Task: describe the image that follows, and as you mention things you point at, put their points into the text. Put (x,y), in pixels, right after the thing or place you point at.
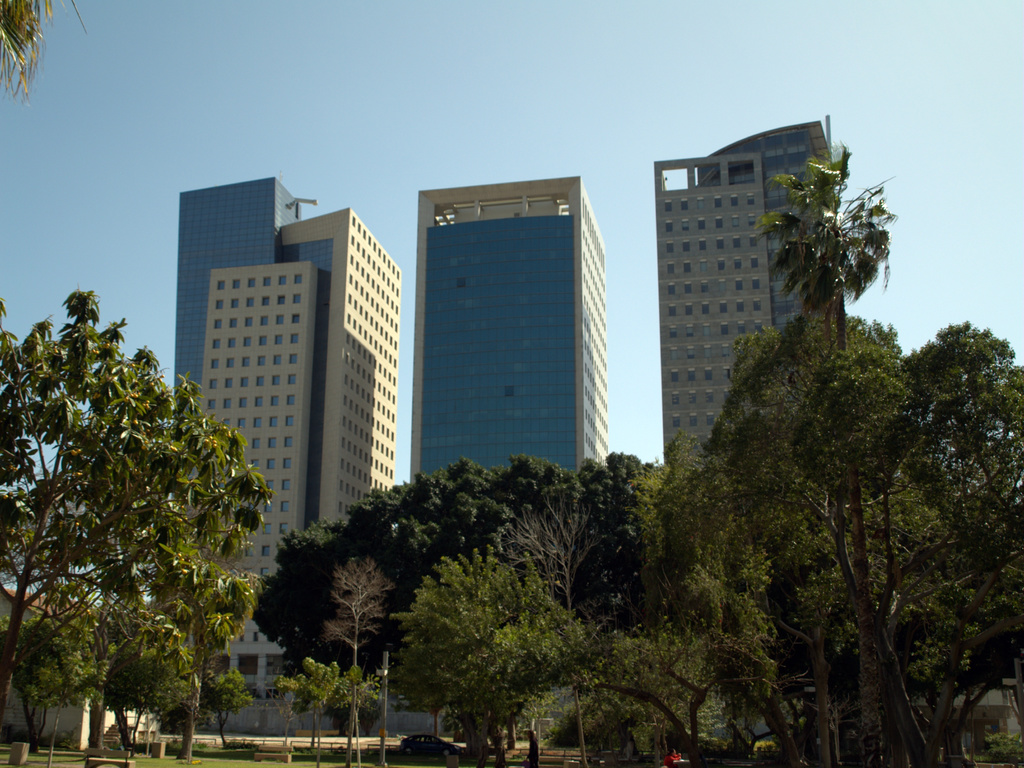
This picture is clicked outside. In the foreground (186,725) we can see the green grass (202,756), benches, trees (401,644), plants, car (409,752), houses (75,707) and some other objects (382,732). In the background (104,109) we can see the sky (103,86) and the buildings (602,387).
